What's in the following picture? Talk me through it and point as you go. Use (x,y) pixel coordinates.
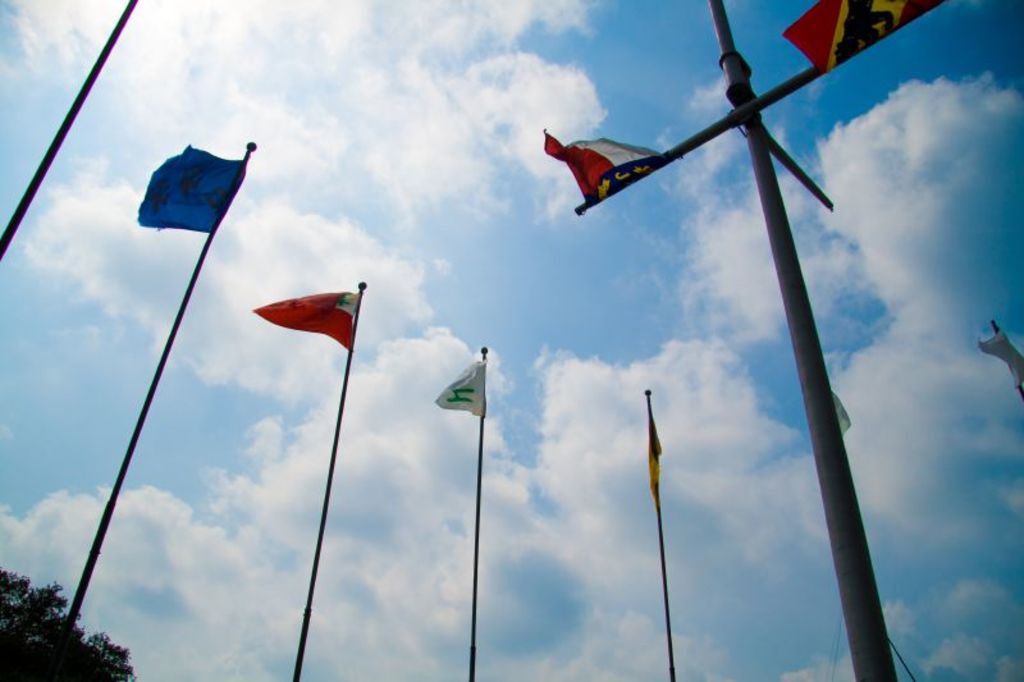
In the bottom left corner of the image (55,607) there is a tree (5,579). In the middle of the image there are some poles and flags (846,3). Behind them there are some clouds (69,22) in the sky (39,58).
